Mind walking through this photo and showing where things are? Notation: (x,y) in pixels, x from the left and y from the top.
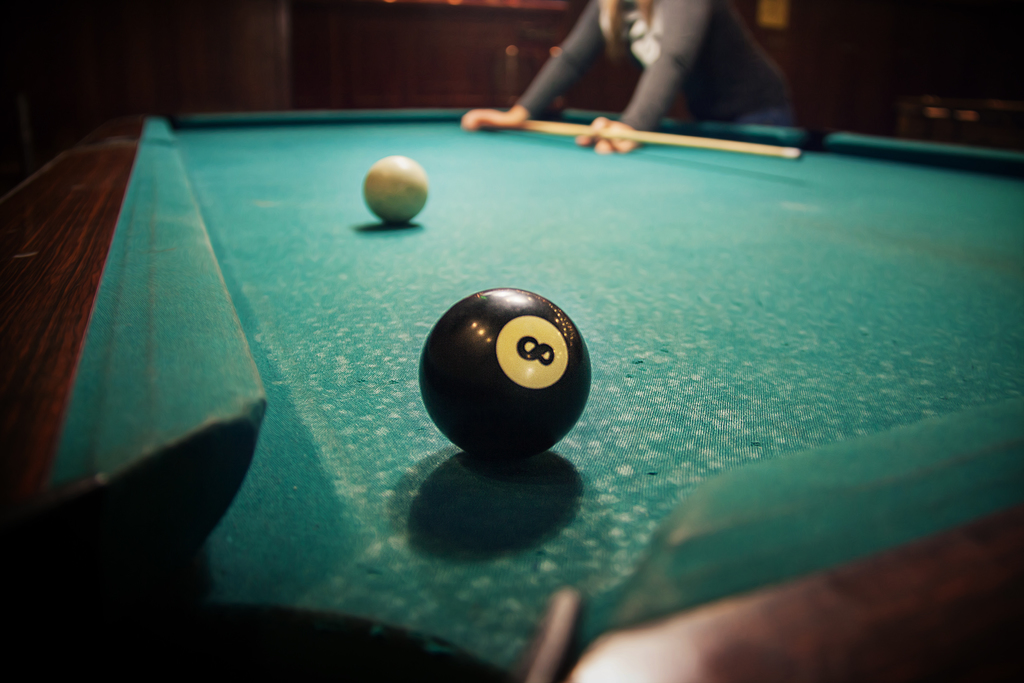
This is a picture consist of a green color table top (209,289) and in front of it a woman (738,47) stand and she is holding a stick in her hand (524,119) and there is a white and black color ball (455,347) seen on the table top (366,443).
